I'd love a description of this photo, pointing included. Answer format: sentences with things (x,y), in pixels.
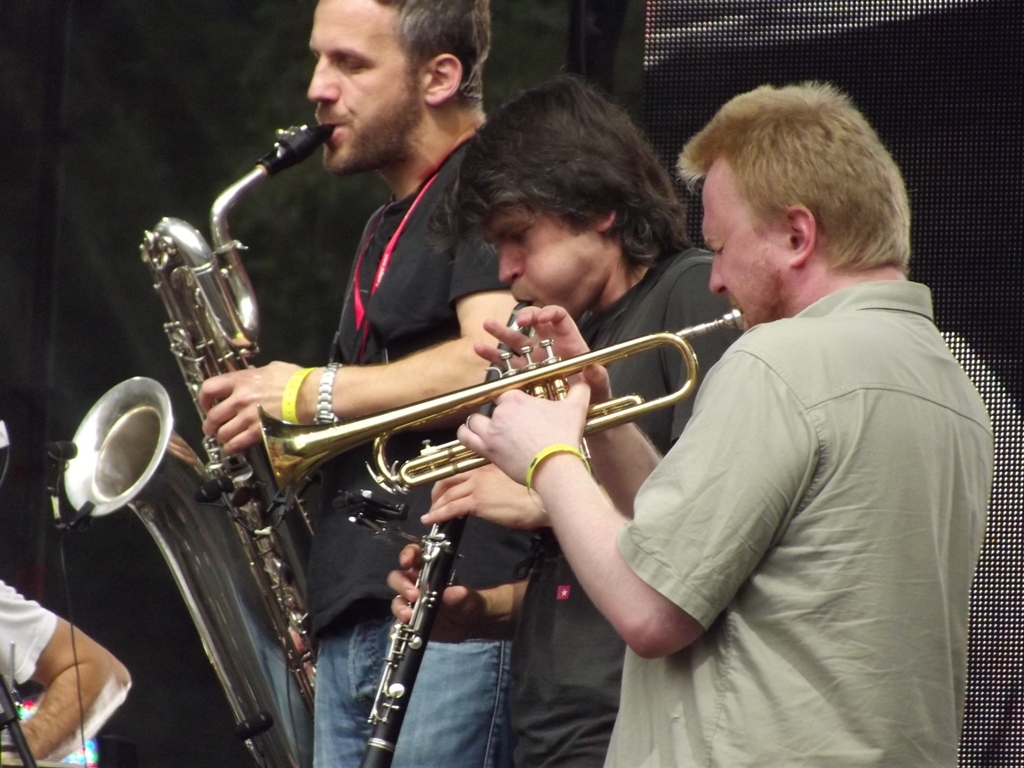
In the image there are three men (712,441) standing and playing different music instruments (91,450). On the left side (45,630) it looks like there is some other person (86,667).
